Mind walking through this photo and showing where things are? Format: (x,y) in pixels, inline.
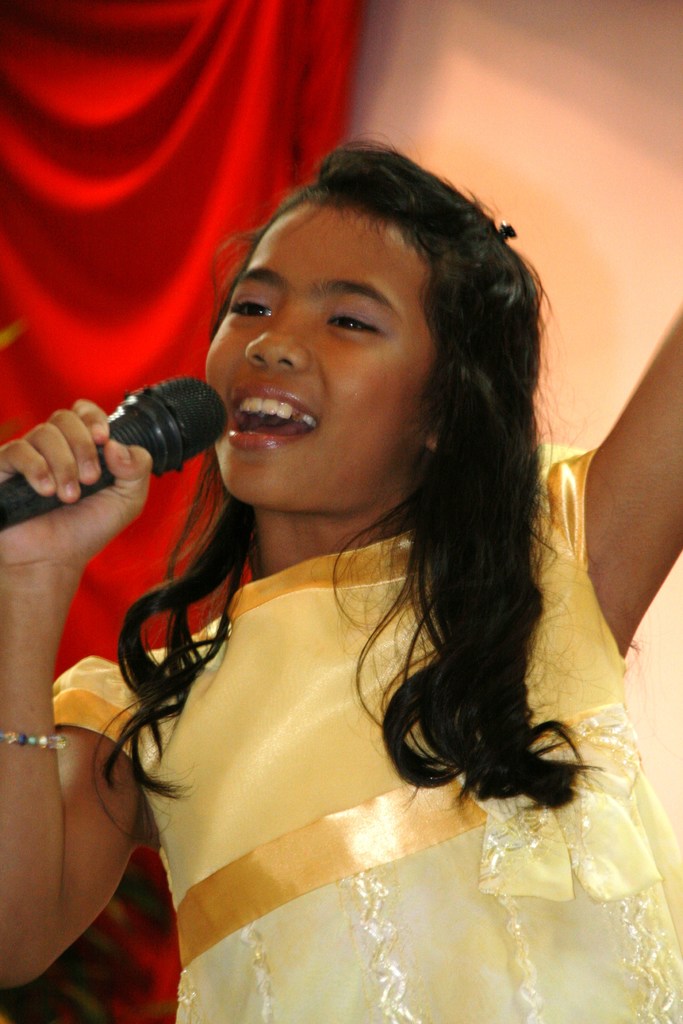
A girl (333,438) with yellow frock (561,1001) and long hair (487,375) singing on a mic (176,423), which she held in her right hand (43,547), behind her there is red cloth (105,126) and wall (560,124).
